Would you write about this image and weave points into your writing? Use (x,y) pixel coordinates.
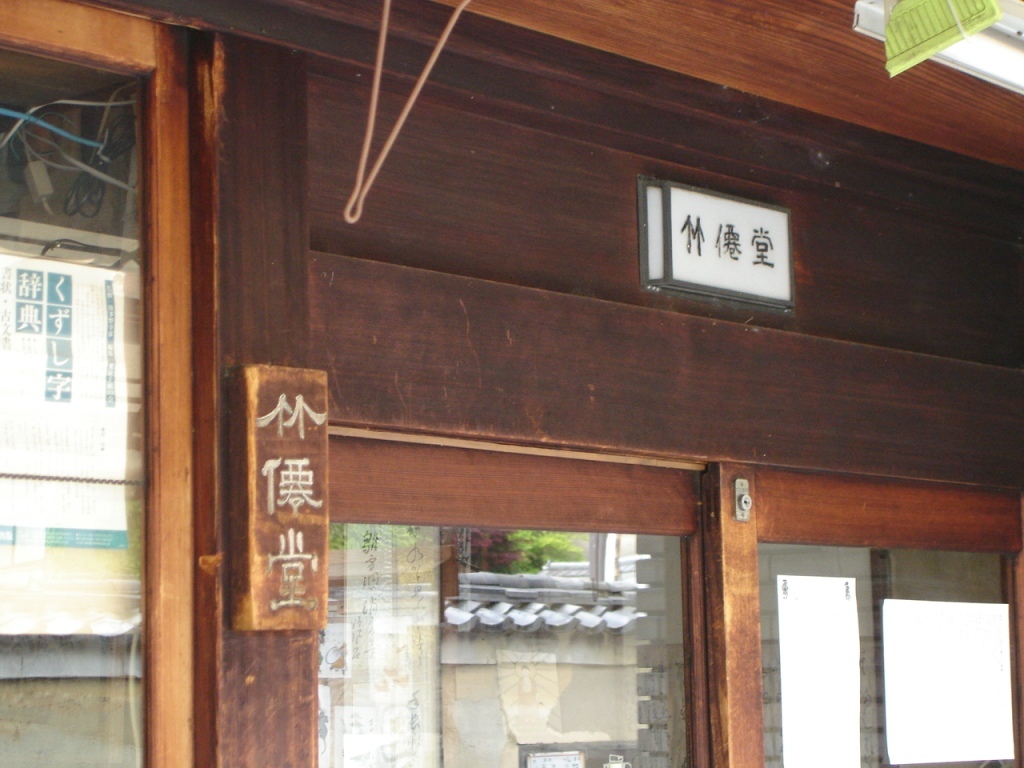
It is the picture of a door (368,588) and the door (589,506) is made up of wood (805,207) and on the left side (44,217) there is a window (153,239).
